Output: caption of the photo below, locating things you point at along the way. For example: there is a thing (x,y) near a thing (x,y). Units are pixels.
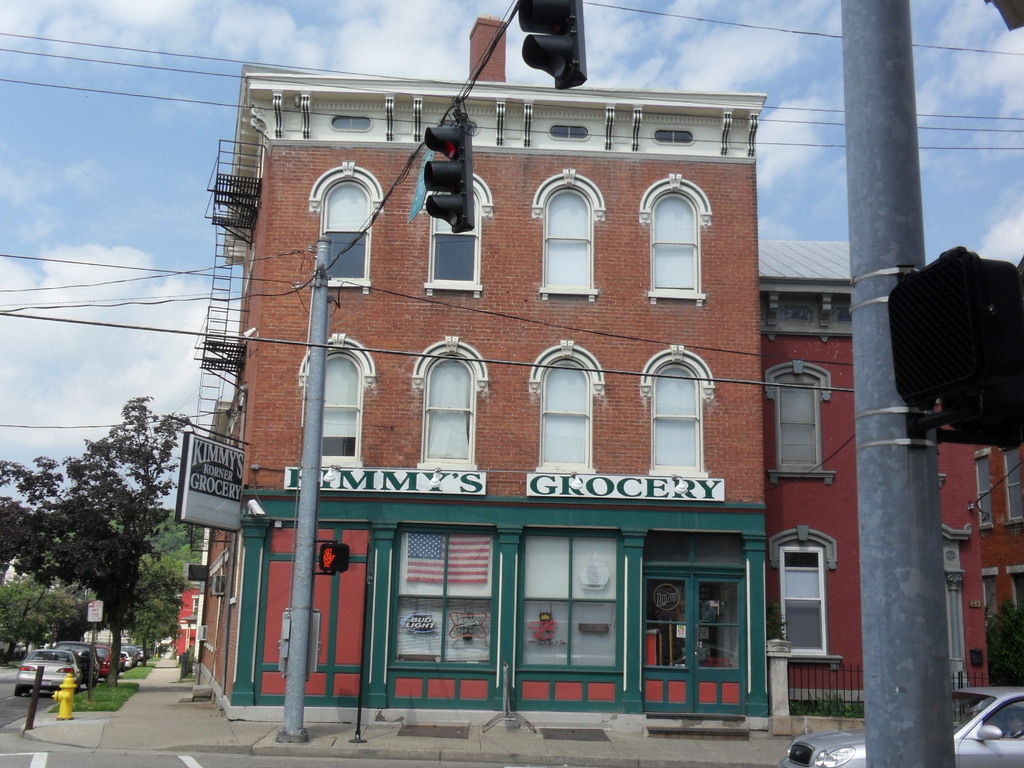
In this image I can see the road (18,708), few cars (19,673) on the road (42,704), a metal pole (913,660) which is grey in color, few traffic signals (462,159) which are black in color, few wires (442,124) to the poles (301,736), few trees (197,532) which are green in color, a board (181,515) and few buildings (347,522) which are brown and white in color. I can see few windows (555,438) of the buildings (492,383), a flag (450,556) inside the building (459,523) and in the background (124,179) I can see the sky (125,130).
